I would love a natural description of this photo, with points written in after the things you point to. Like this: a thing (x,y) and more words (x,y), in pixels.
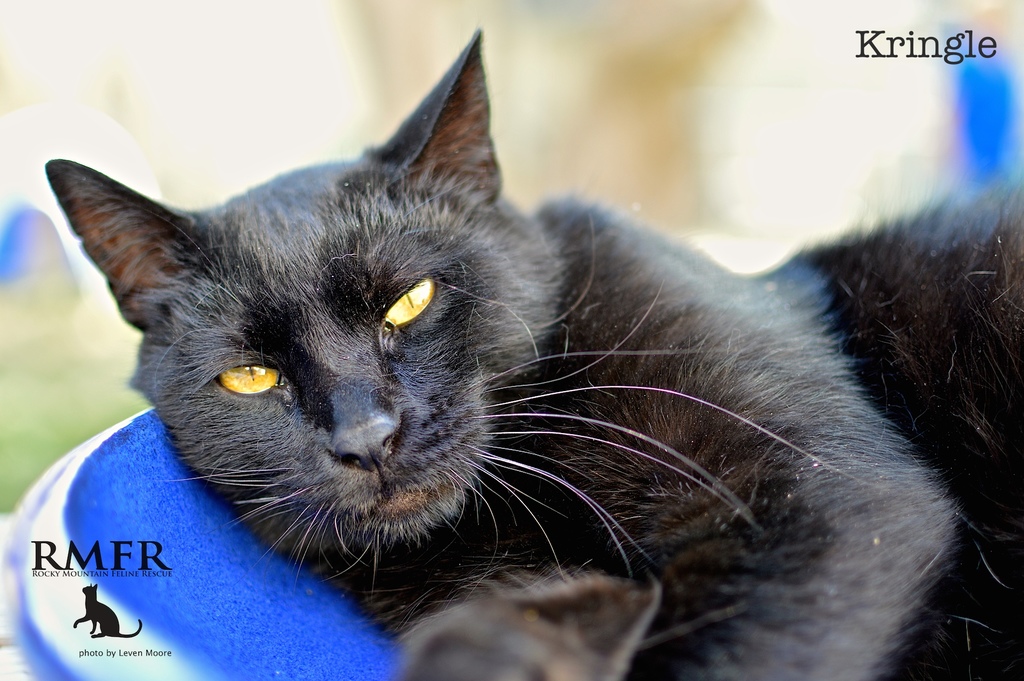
In this image there is a cat (460,331), in the bottom left (85,582) there is a logo (91,634) and text (127,650), in the top right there is text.
